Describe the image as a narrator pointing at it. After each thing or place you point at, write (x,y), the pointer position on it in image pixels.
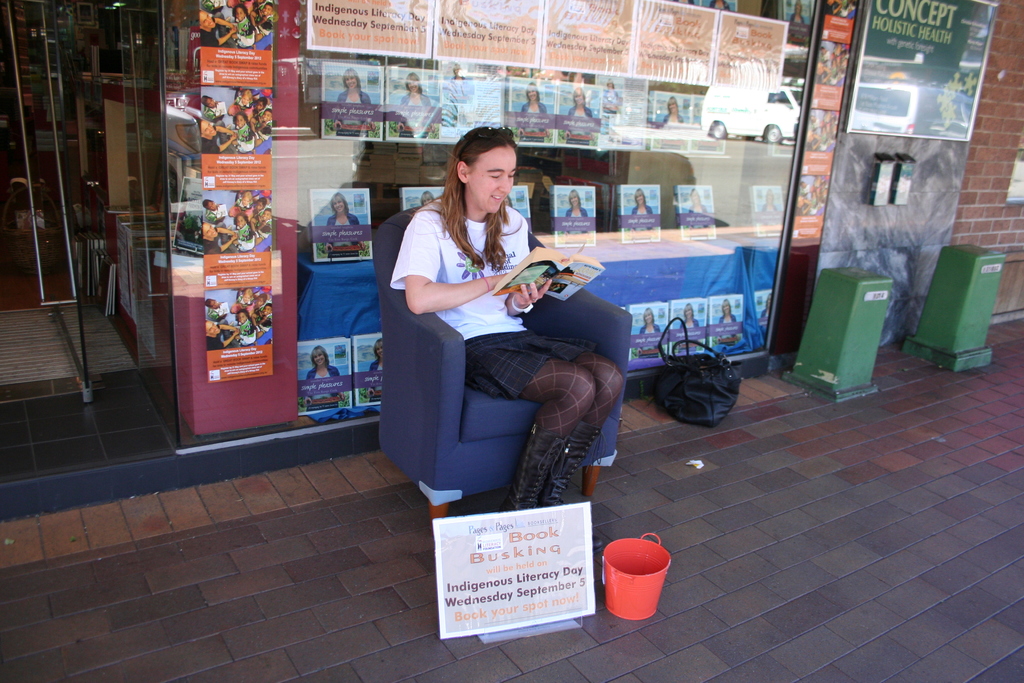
In this image I can see the store (676,88) and one person (516,363) is sitting on the chair (557,301) and holding the book (552,274). I can see the board (514,599), bag (698,376) and few objects (641,567) on the surface (925,447). I can see the glass door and few posters (568,9) attached to the glass (216,415).
